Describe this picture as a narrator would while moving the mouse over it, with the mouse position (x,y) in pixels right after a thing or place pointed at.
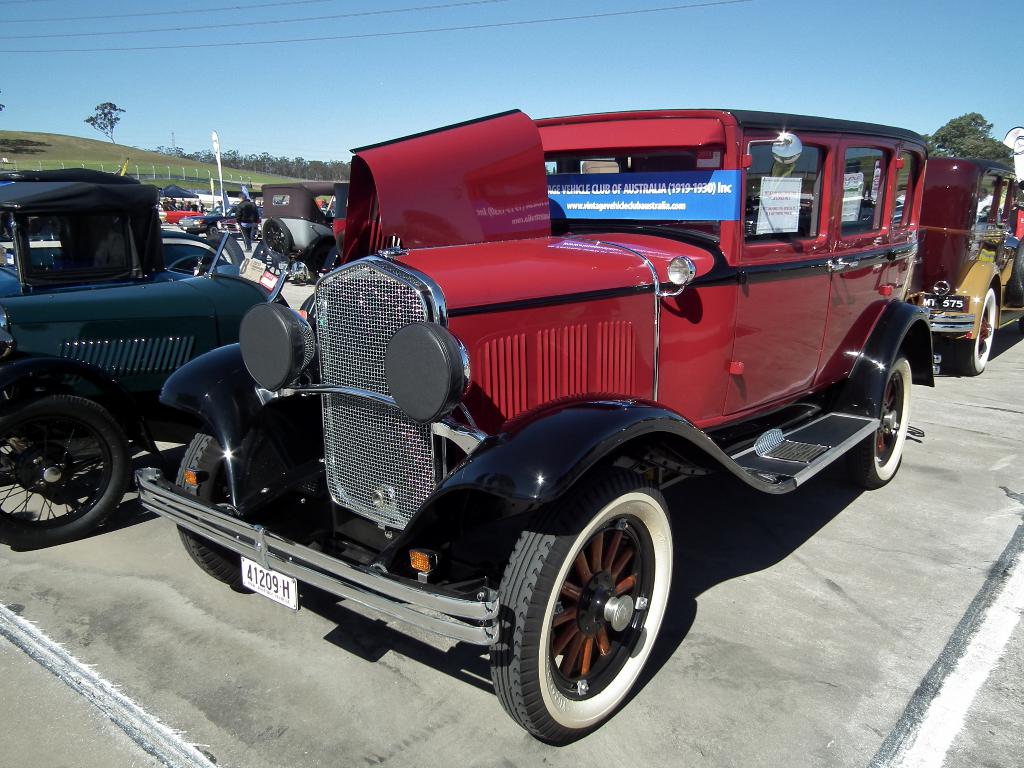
This picture is clicked outside. In the center (619,412) we can see the group of vehicles (24,229) parked on the ground (882,502). In the background (549,94) we can see the sky (144,87), trees (299,169) and the green grass (184,167).
